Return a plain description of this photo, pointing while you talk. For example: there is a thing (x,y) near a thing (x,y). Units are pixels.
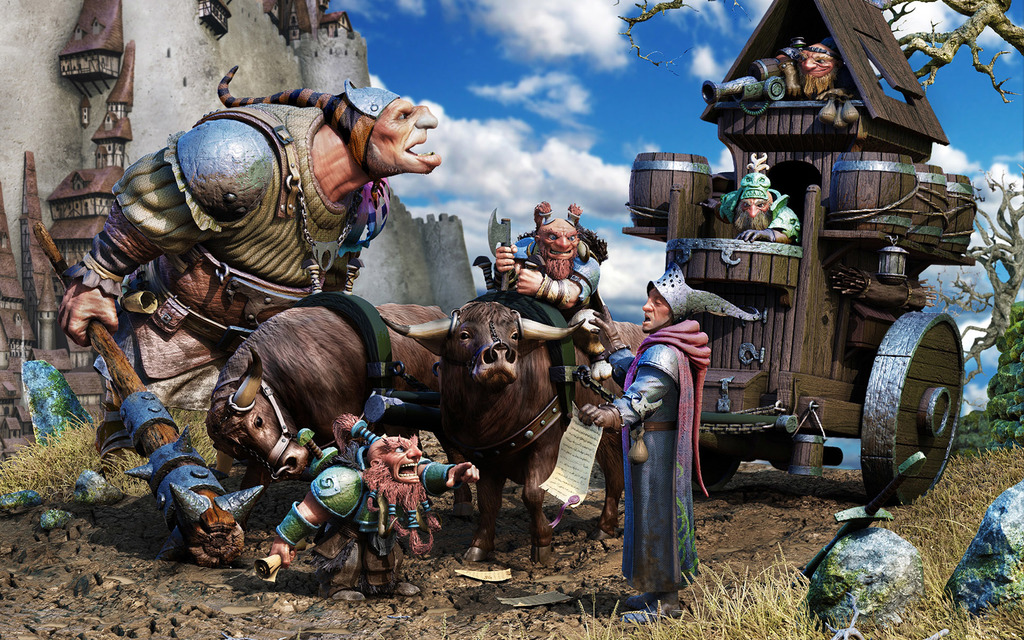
In this picture I can see there is an animated picture there are few people (693,377), bulls (449,320), there is grass (963,470) on the floor (794,498), there are rocks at right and there is a weapon (867,509) placed on it. There is a fort (388,228) at left (214,20) and there are trees (1003,316) on right side (1006,300). The sky (585,119) is cloudy.
